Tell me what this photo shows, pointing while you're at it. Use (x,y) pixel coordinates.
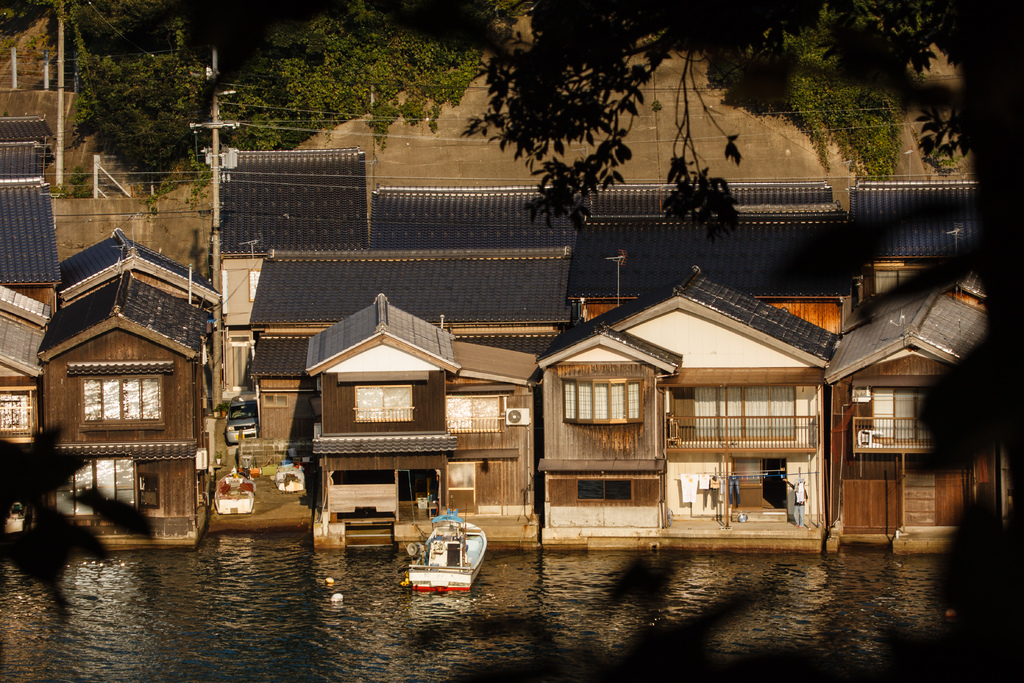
In this image in the center (526,332) there are some houses (553,399) and at the bottom (445,600) there is a river (328,609), in the river (391,605) there is a boat (462,584). On the left side of the image (246,423) there are boats (285,470) and car (233,438) and on the right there are some clothes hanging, and in the background (133,170) there are some poles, wires (198,211), trees (312,83) and there is a wall (705,119).
